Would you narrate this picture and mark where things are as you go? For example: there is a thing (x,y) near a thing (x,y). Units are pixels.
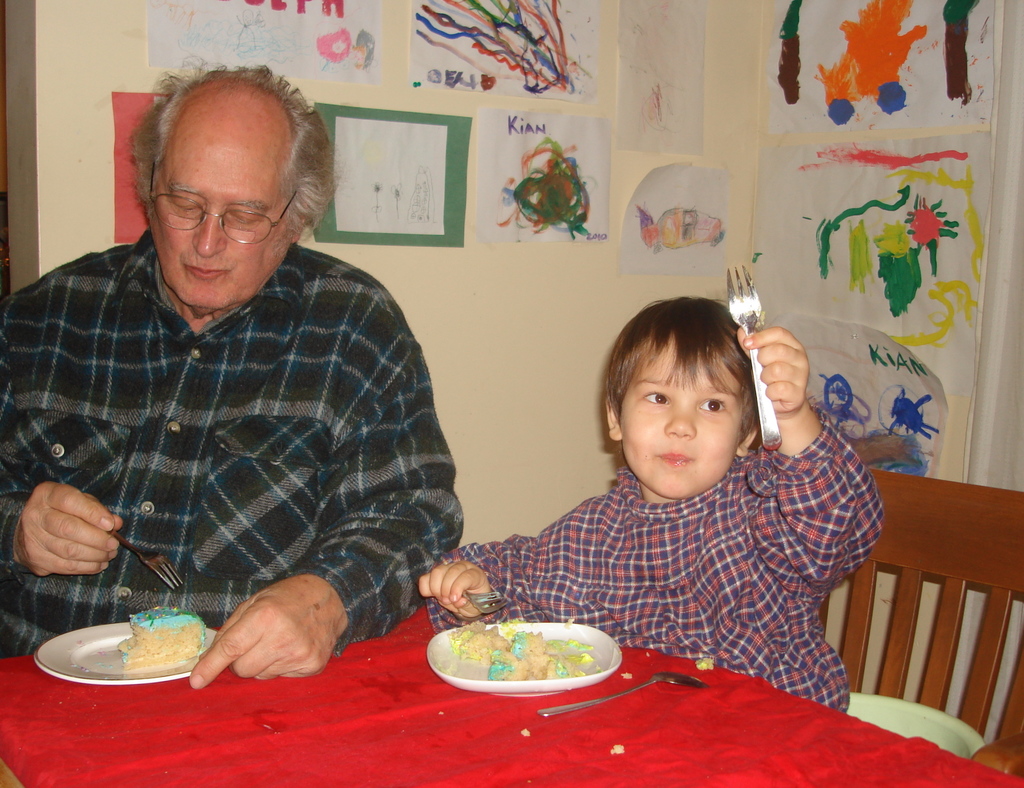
Here we can see two persons (690,568) are sitting on the chairs (1013,743) and they are holding forks (753,332). This is a table (436,737). On the table (610,744) there is a cloth (704,735), plates (537,693), spoon (624,692), and food (159,625). In the background (451,382) we can see posters (908,169) on the wall (603,315).
